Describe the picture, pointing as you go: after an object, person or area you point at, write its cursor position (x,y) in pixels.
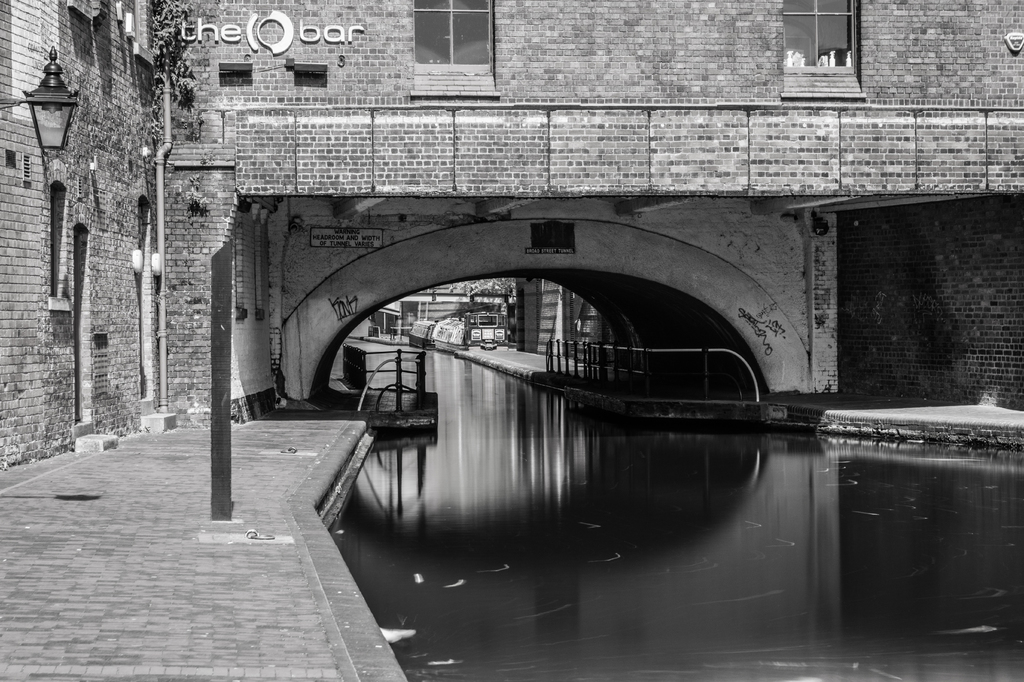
In the foreground of this picture (579,540) we can see a water body (518,520) and the sidewalk (185,563). On the left (59,99) we can see a wall mounted lamp (47,107) and the metal rods (159,173). In the background (189,253) we can see the wall (535,170) of a building (607,176) and we can see an arch (464,271), metal rods (639,348) and the green leaves (181,103) and we can see the text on the building (379,47) and we can see the windows (787,68) of the building (872,66) and through the window (845,49) we can see the bottles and some objects (818,61). In the background (539,338) we can see some other objects (440,318).
